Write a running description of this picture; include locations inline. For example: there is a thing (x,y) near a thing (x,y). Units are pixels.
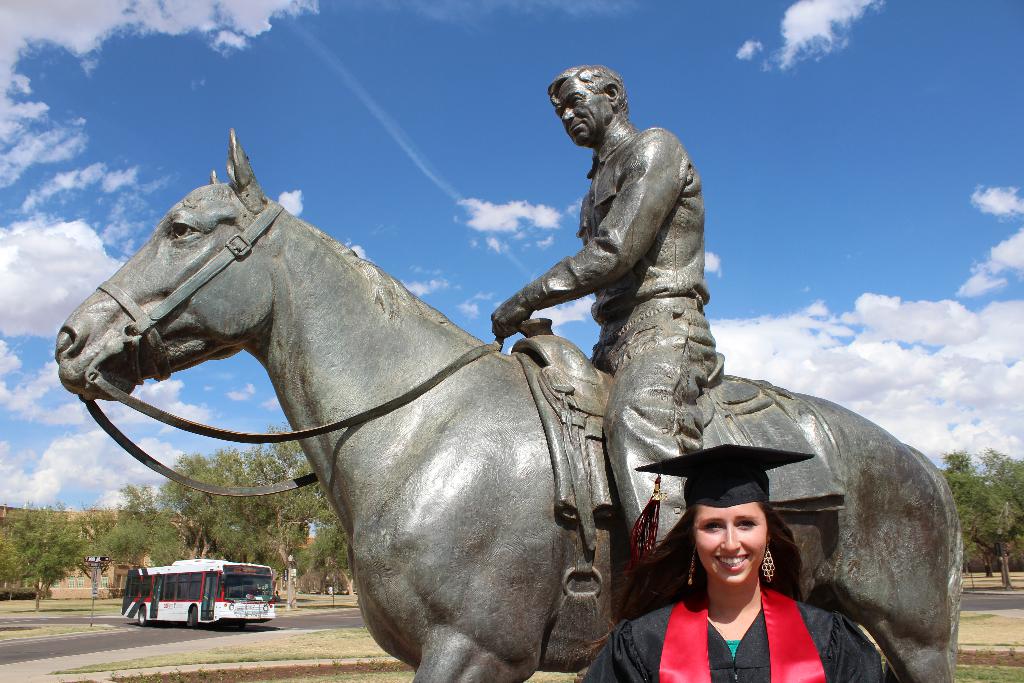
Here we can see a woman (744,646) standing near a statue (867,546) of a man (632,517) and horse (526,517) and behind the statue (376,507) we can see a bus (196,585), we can see trees (23,544), we can see Sky (278,134) full of Clouds (147,9).
